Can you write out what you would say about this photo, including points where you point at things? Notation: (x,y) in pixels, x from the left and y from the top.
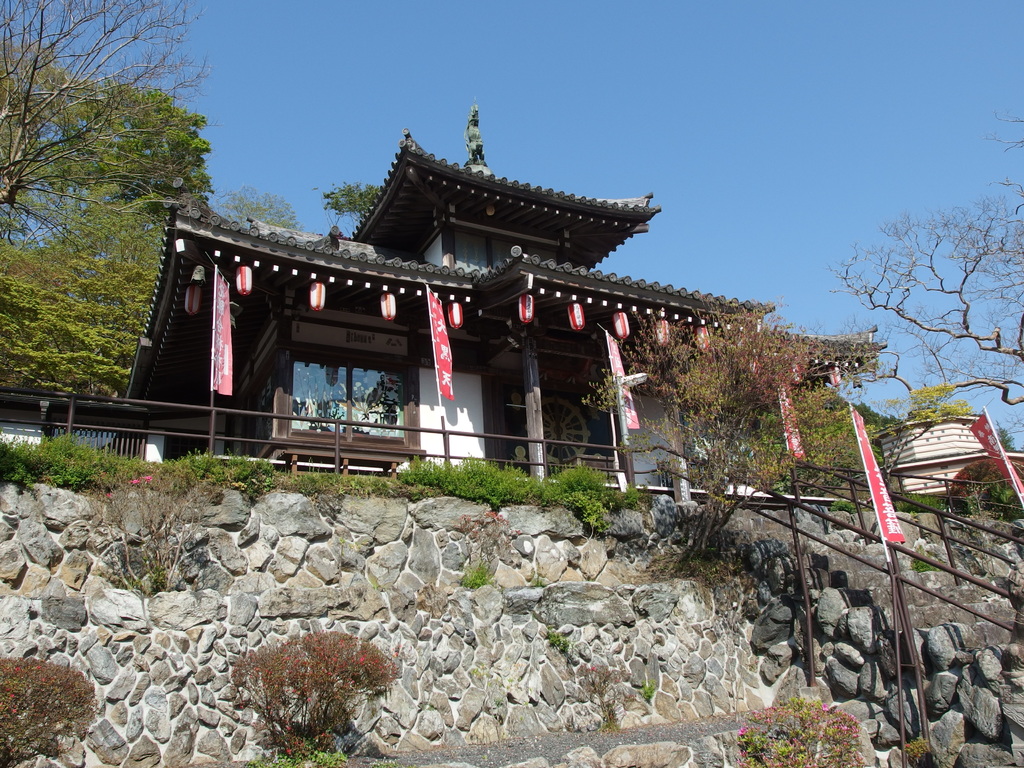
In this image there are buildings (344,388) in which there are lights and posters (226,328) hanging to the roof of one of the buildings (588,415), there are few trees (75,290), stairs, a fence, plants (926,749), a stone wall (728,760) and the sky (756,147).
